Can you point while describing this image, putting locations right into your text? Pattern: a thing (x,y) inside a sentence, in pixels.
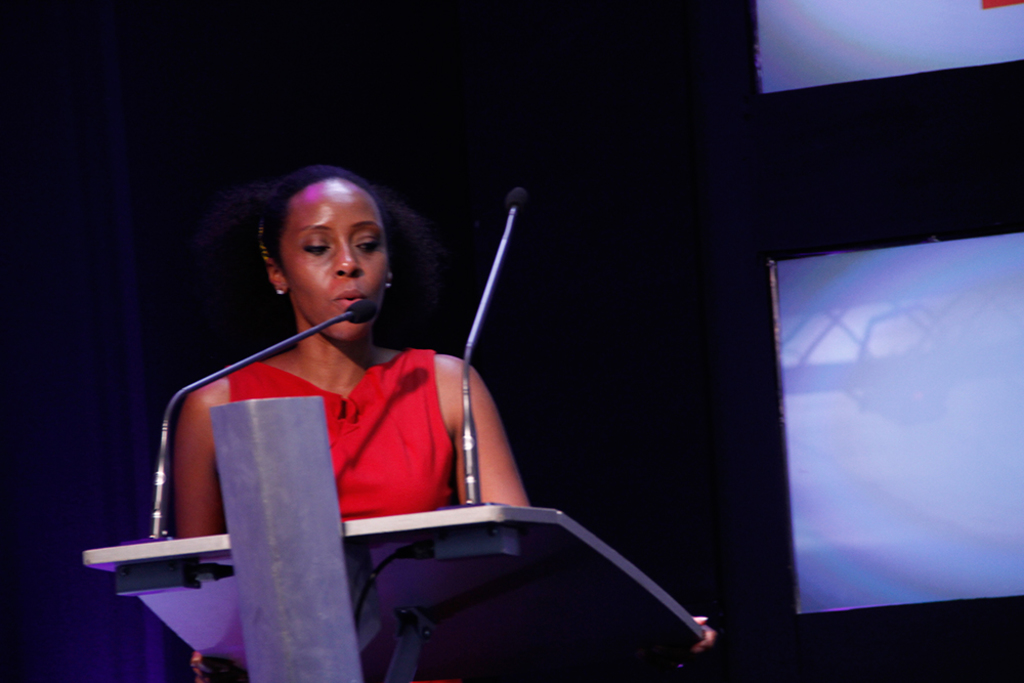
In this image I can see a woman (385,456) wearing red color dress (399,458) is standing behind the podium (442,584). On the podium (419,566) I can see two microphones (470,441). I can see the black colored background (553,75).
